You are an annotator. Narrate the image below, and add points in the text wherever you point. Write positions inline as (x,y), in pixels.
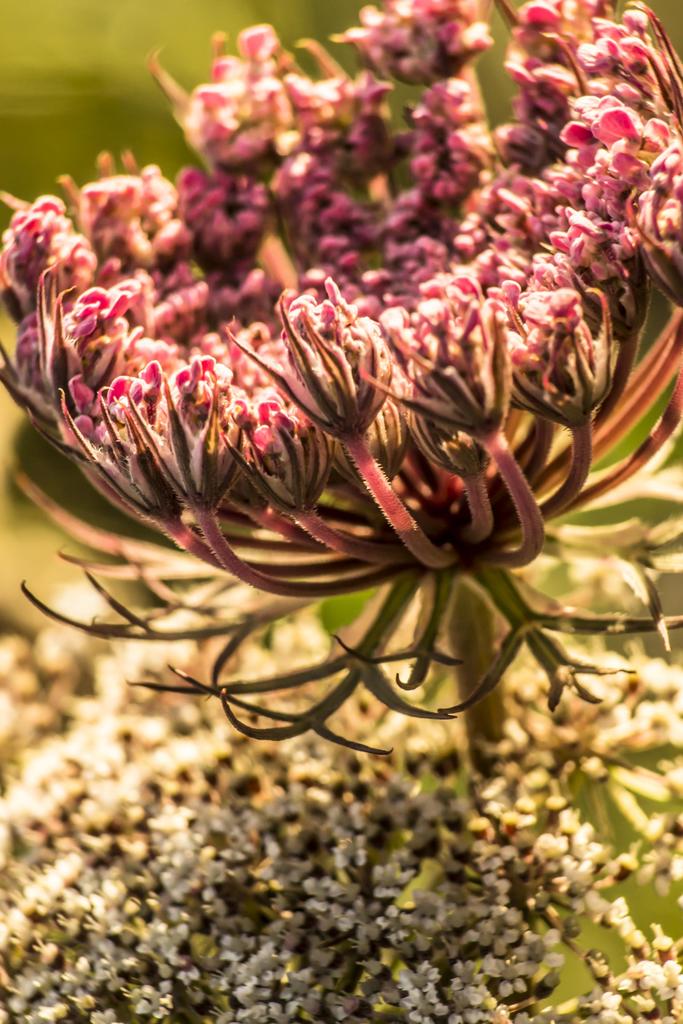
Here we can see a flower (393,374) and there is a blur background (31,780).
